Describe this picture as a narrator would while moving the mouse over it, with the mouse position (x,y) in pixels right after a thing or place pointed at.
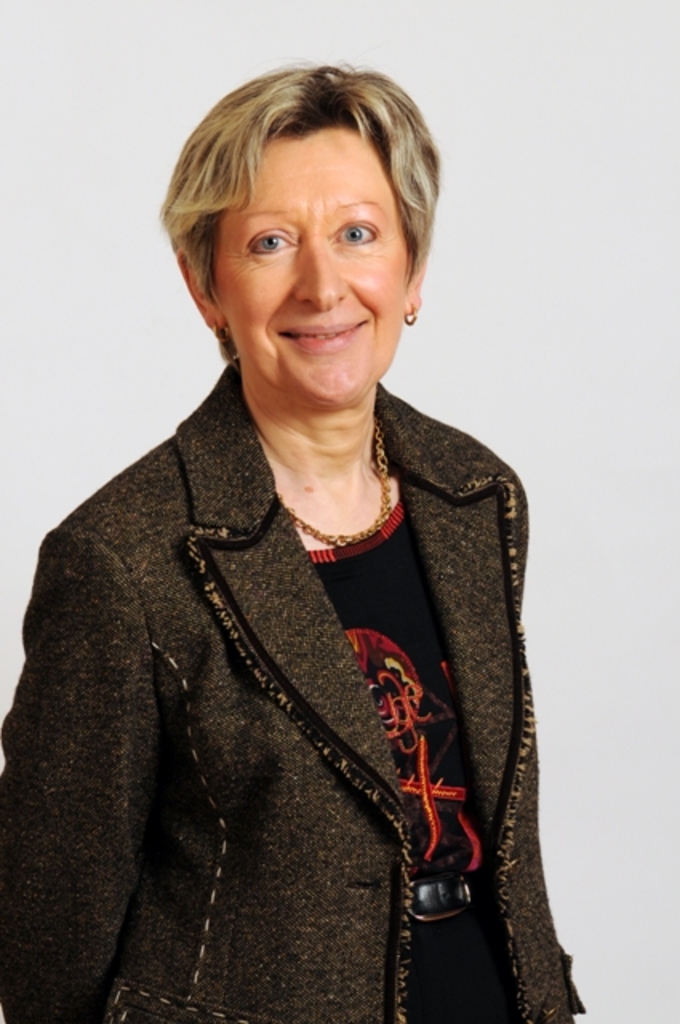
There is one woman (276,693) wearing a sweater (273,710) as we can see in the middle of this image (394,618) and the background (516,345) is in white color.
